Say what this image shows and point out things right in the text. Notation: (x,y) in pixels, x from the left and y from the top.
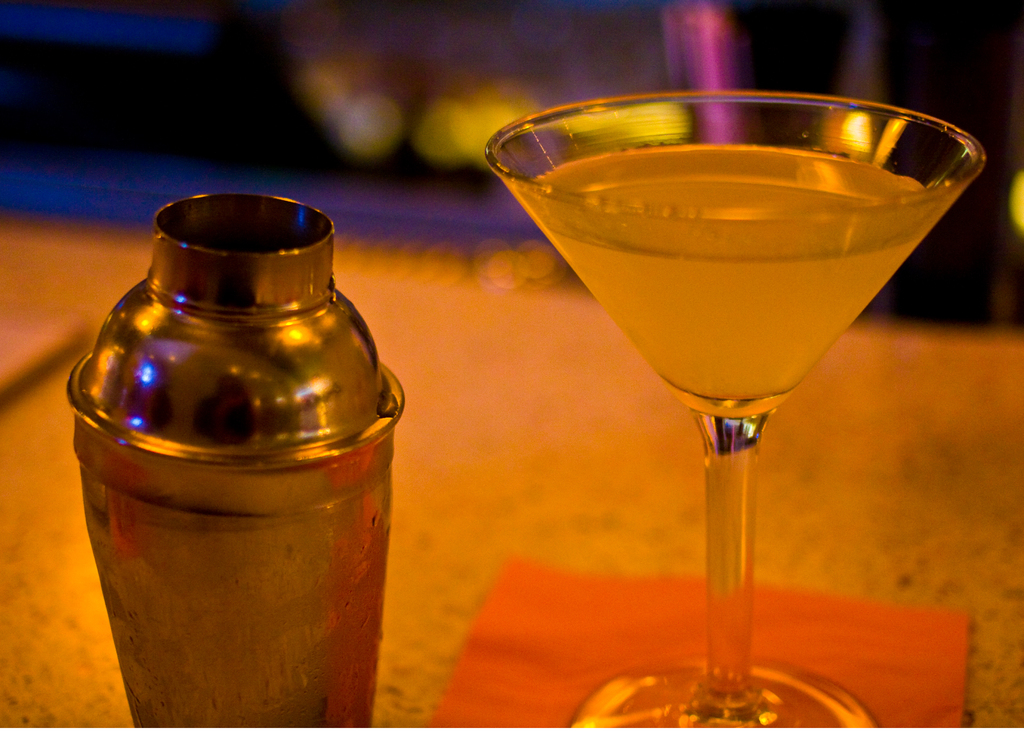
As we can see in the image there is a table (486,454). On table (507,315) there is glass (707,132) and bottle (253,358). The background (253,48) is blurred.
